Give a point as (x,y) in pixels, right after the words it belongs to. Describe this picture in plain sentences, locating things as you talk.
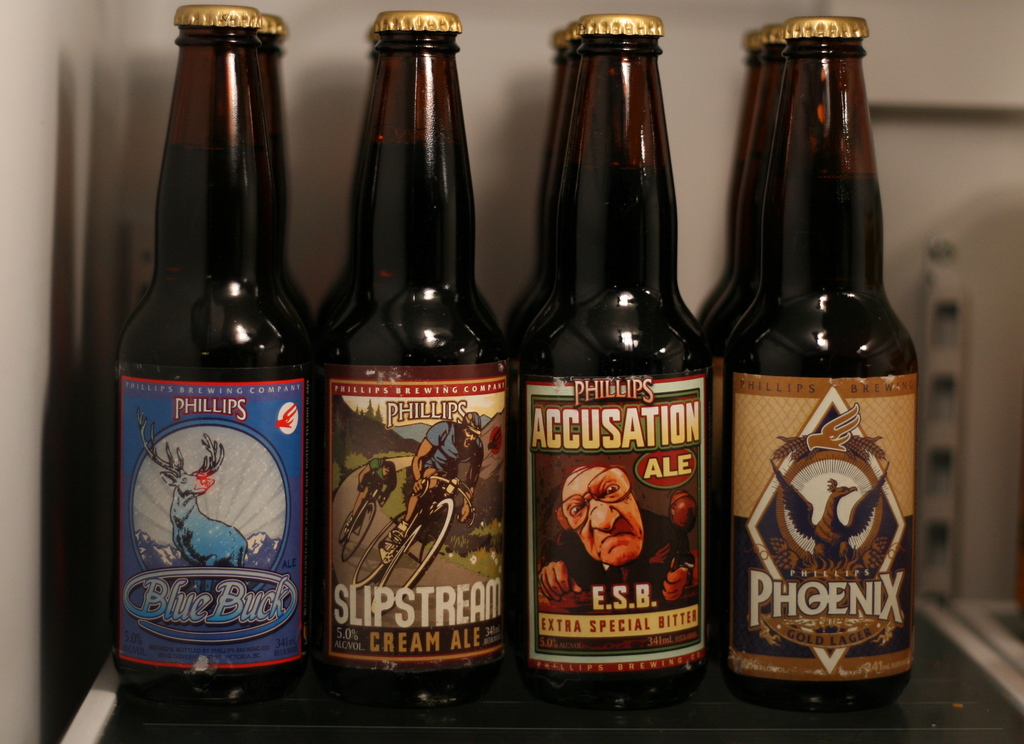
In this picture, we see four rows (359,281) of brown bottle (684,412) on which we see sticker (566,455) with some text (684,439) written on it and these bottles (542,432) are placed on a shelf (756,709) and behind that, we see a wall (672,77) which is white in color.
